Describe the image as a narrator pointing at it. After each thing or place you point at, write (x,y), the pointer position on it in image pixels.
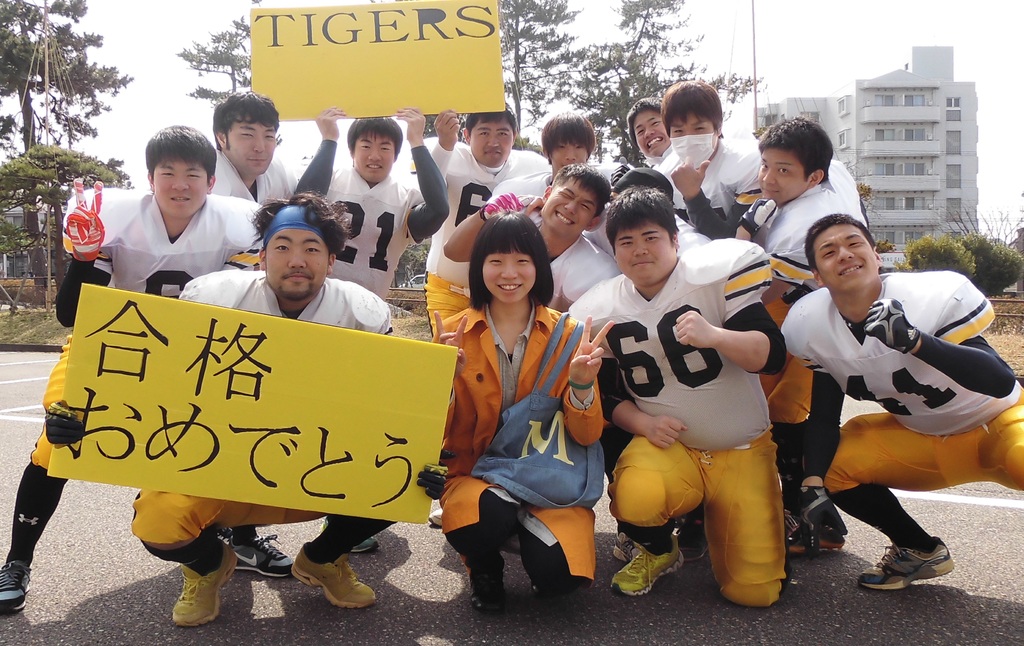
In the center of the image (525,308) we can see group of persons (781,296) on the road (16,419) holding a boards (342,21). In the background (49,94) there are trees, building (913,140), plants (908,246), grass (19,323) and sky (148,30).
